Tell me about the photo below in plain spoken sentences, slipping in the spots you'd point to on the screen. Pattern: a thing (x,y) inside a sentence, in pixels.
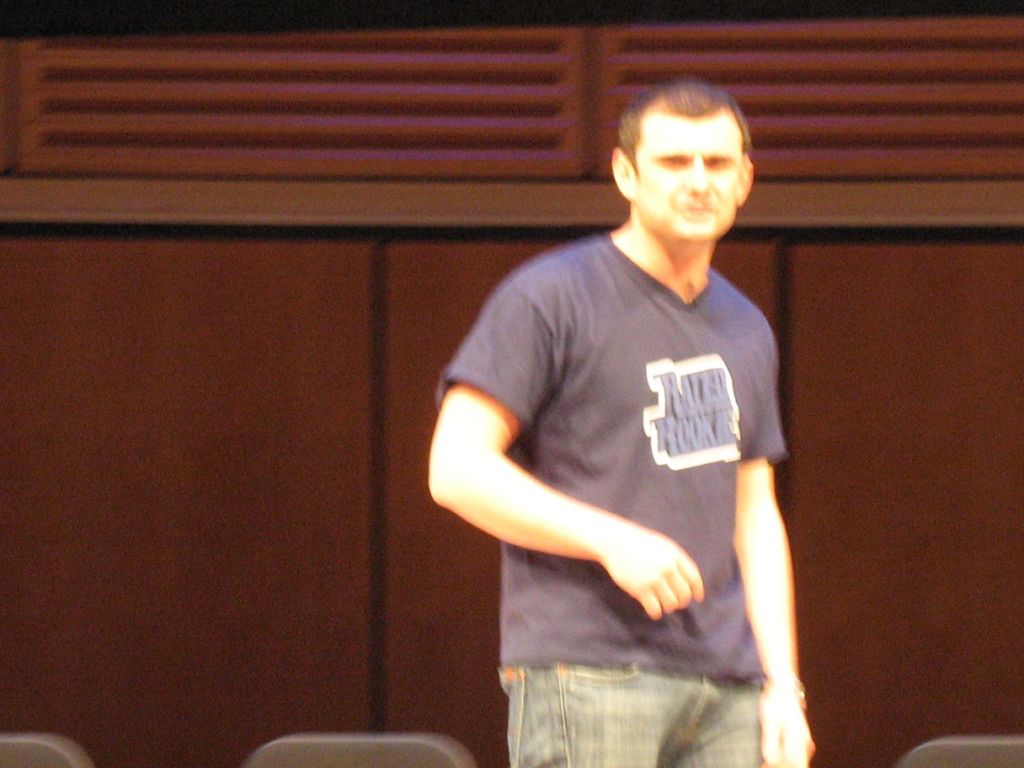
In the image I can see one person (615,469) is standing. The given image is on blurred.
